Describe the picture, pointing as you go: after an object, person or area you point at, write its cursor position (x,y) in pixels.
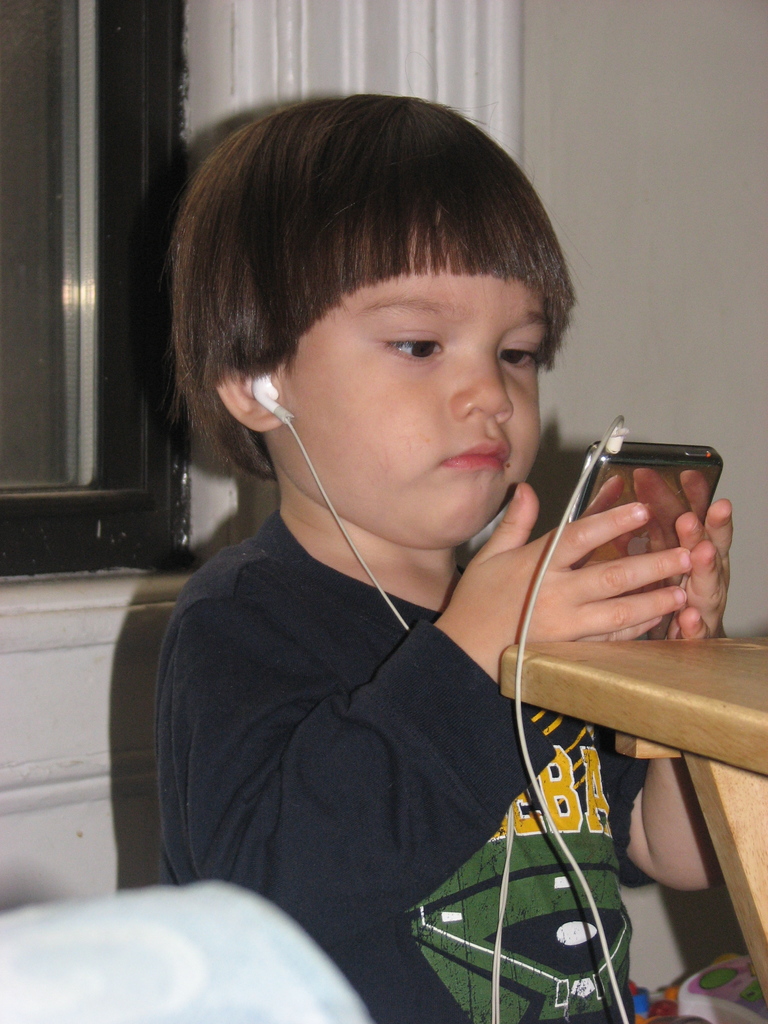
In this image there is a child (430,667) holding a phone (605,499) in his both hands (637,506) and earphones (256,392) are plugged in. There is a wall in the background (569,142).
